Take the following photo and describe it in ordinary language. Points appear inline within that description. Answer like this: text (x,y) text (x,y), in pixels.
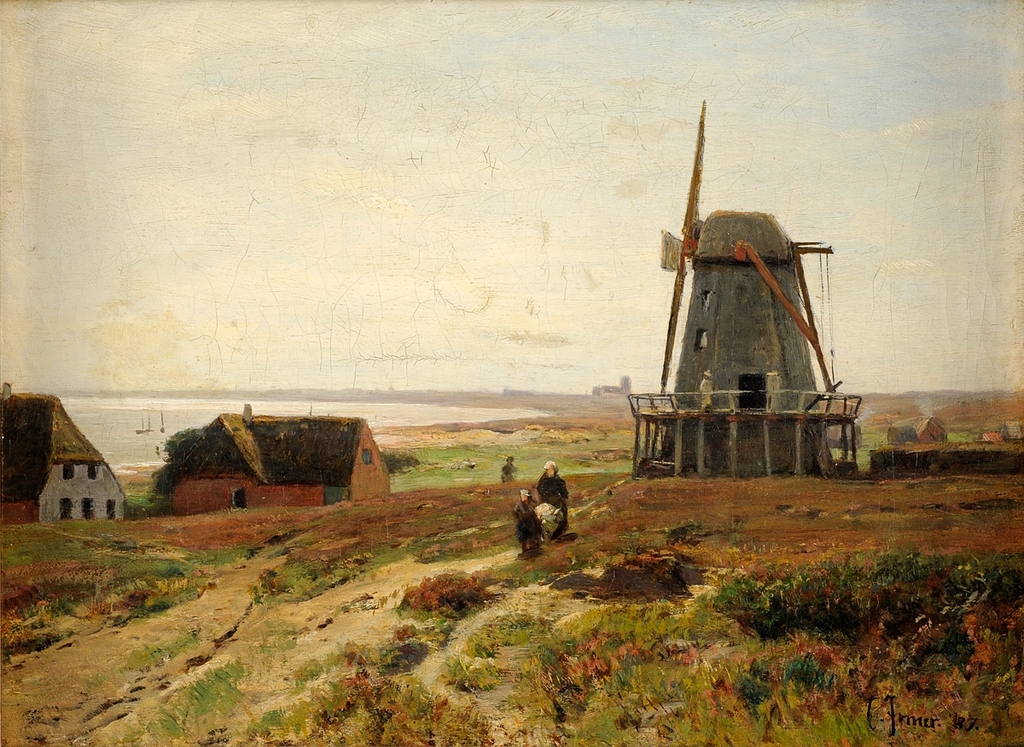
In this image we can see houses (13,474), windmill (673,419), people (527,507) and other objects (893,459). In the background of the image (362,405) there is water (499,415) and other objects (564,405). At the bottom of the image (678,670) there are grass (812,582) and rocks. At the top of the image (954,148) there is the sky (945,340). On the image there is a watermark (878,714).
